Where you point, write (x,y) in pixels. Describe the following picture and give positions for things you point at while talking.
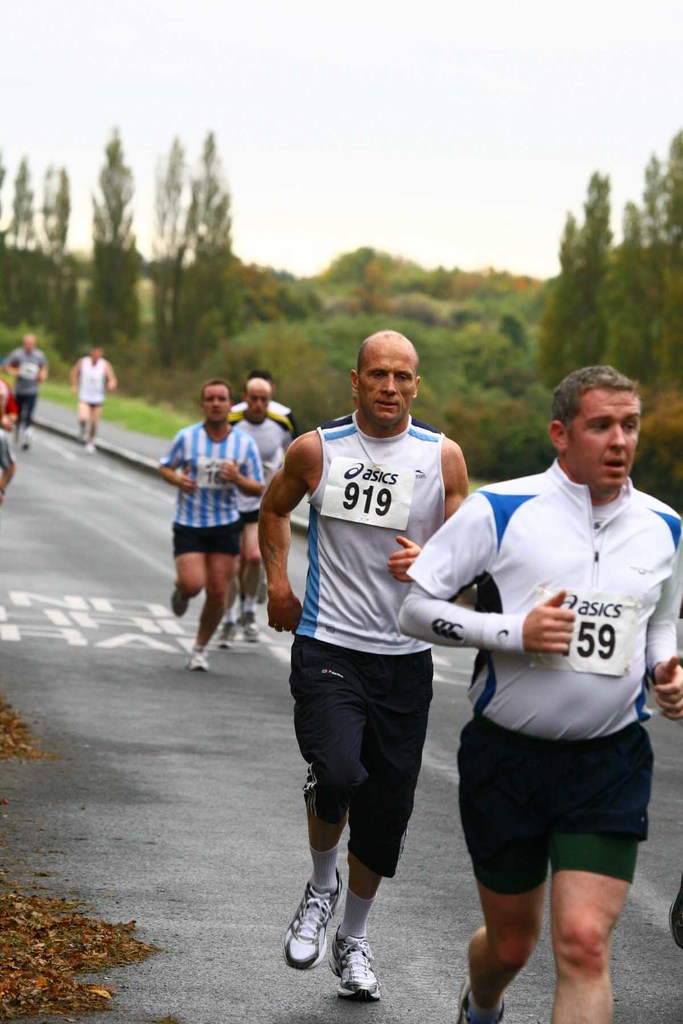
People (339,775) are running on the road (453,771). In the background (656,341) we can see trees (542,283), plants (510,412) and sky (438,157).
